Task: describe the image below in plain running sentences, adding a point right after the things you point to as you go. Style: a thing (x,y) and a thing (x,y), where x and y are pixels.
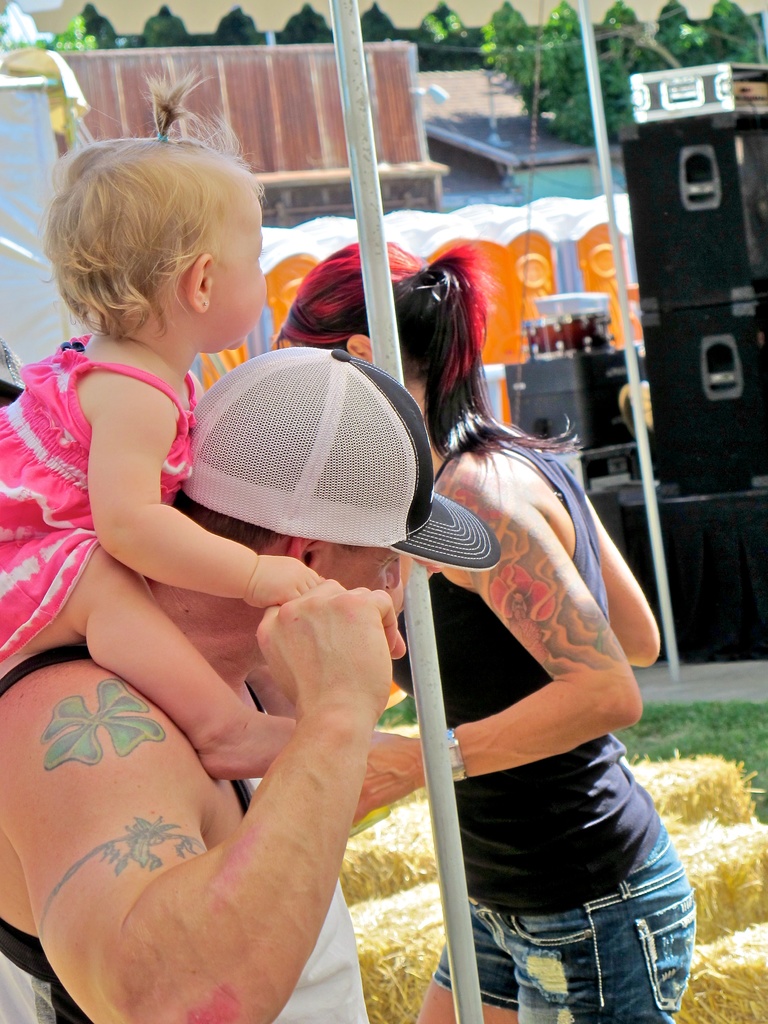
This picture describes about group of people (397,608), on the left side of the image (190,833) we can see a man (315,545), he wore a cap (271,489), in the background (750,755) we can see few metal rods (665,649), grass (643,748), speakers (686,435), trees (559,50) and a tent (399,18).
